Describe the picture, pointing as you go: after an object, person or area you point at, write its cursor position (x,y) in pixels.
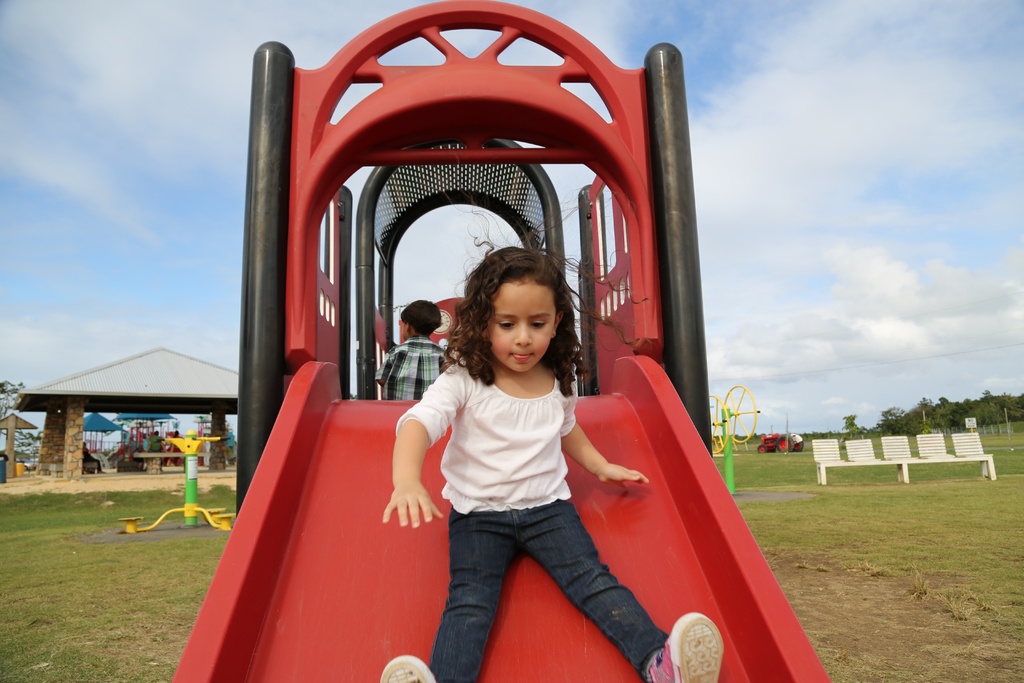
This picture shows a kids play zone (248,650). We see chairs (833,441) to sit and we see a girl (424,413) and a boy (380,376) are playing and we see grass (185,567) on the ground (162,635) and trees (3,383) and we see a tractor (770,436) and a blue cloudy sky (969,279).
